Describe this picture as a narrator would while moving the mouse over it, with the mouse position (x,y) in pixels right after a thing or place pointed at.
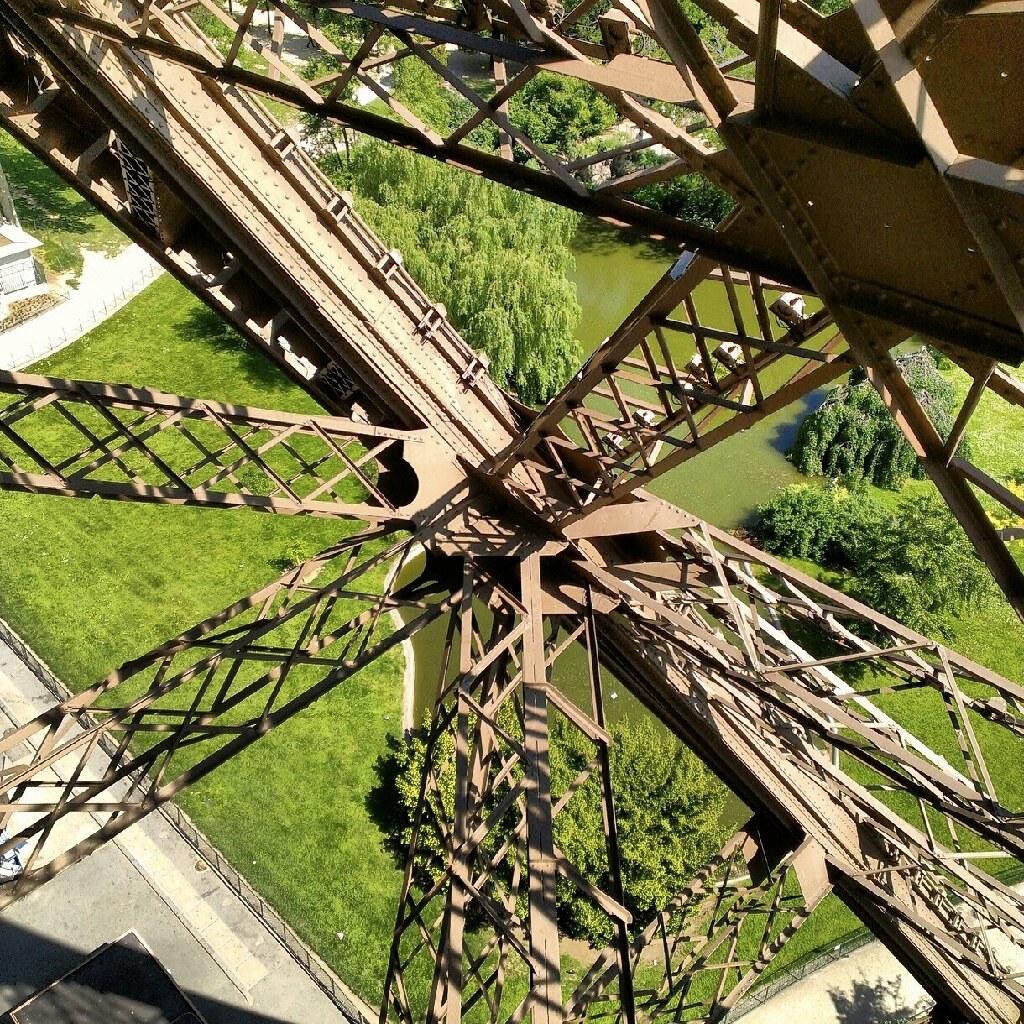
In this image we can see the iron rods (374,328). And at the bottom (342,707) we can see the trees (436,297), grass (358,888) and water (782,417).
